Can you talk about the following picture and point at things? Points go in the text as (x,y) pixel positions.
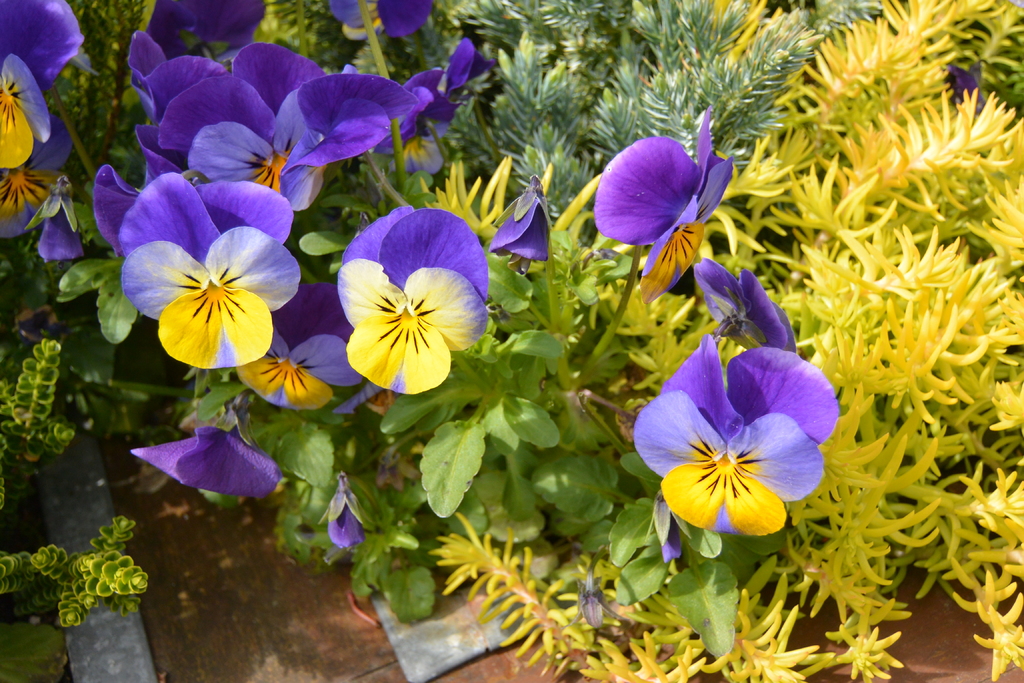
In this image we can see some flowers (748,366), which are surrounded by various plants (901,51).
